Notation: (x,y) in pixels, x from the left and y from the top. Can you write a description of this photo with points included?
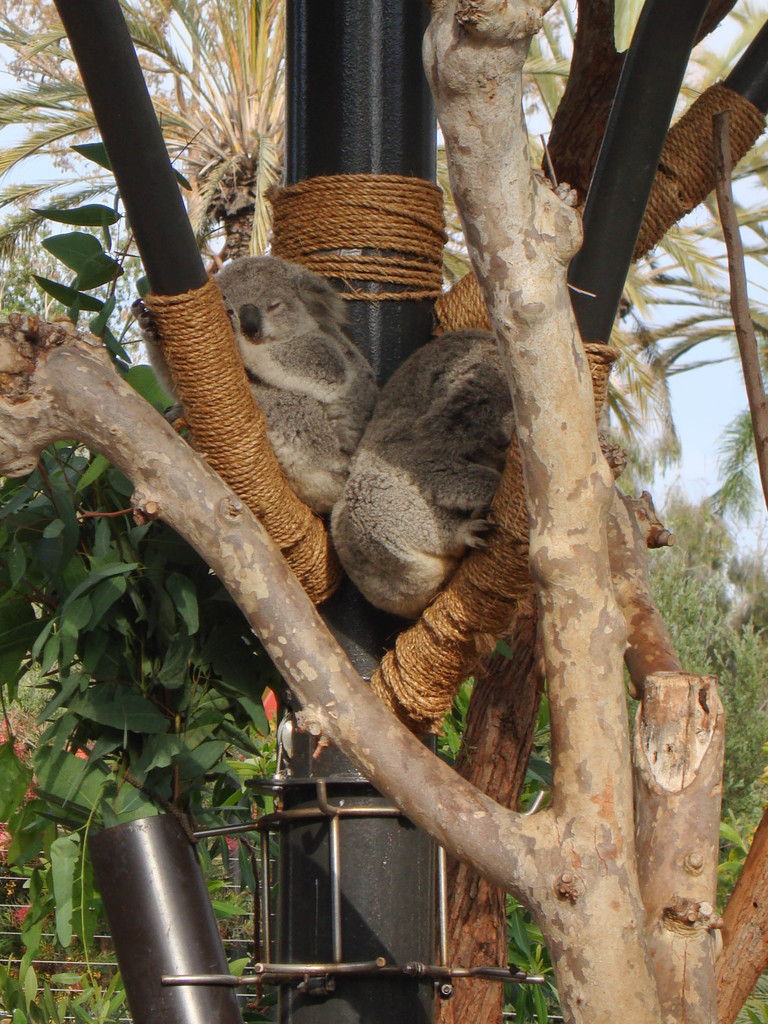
In this picture we can see pole (364,125) and rope (307,257) is pulled to the pole (235,447) and animal (329,414) sat on that pole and the background (220,44) we can see tree (207,111) and sky (28,173) and in below we can see steel rod (338,878) and fence (43,934).
